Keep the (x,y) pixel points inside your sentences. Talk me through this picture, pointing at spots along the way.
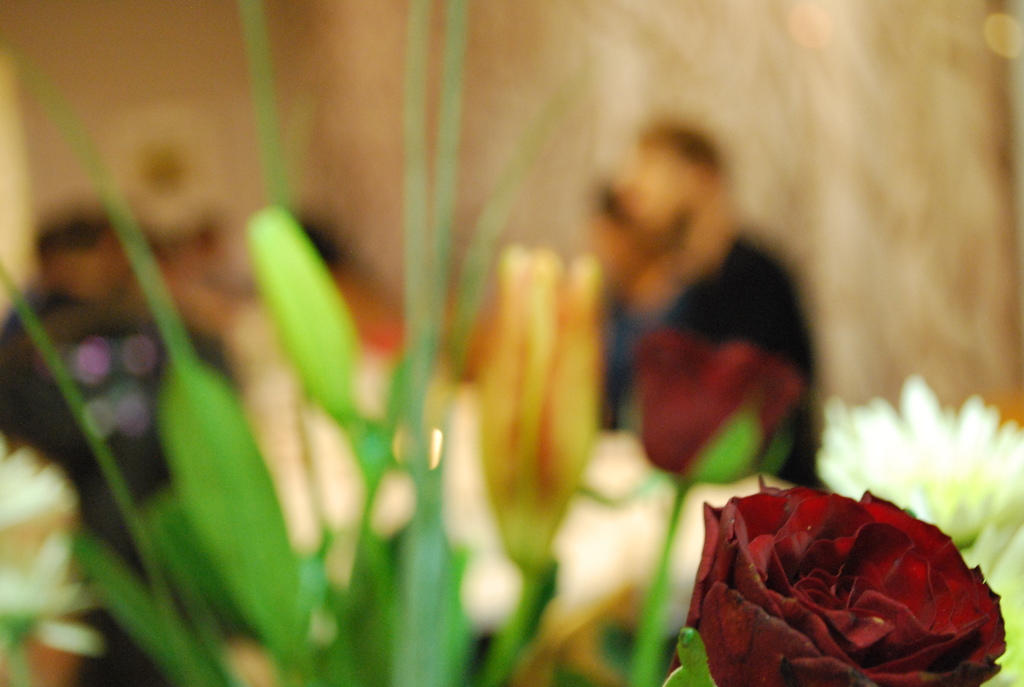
In this image at the bottom (771,587) we can see a flower (781,607). In the background (308,368) the image is blur but we can see plants (364,415), flowers (533,318), few persons (211,274) and objects (261,408).
